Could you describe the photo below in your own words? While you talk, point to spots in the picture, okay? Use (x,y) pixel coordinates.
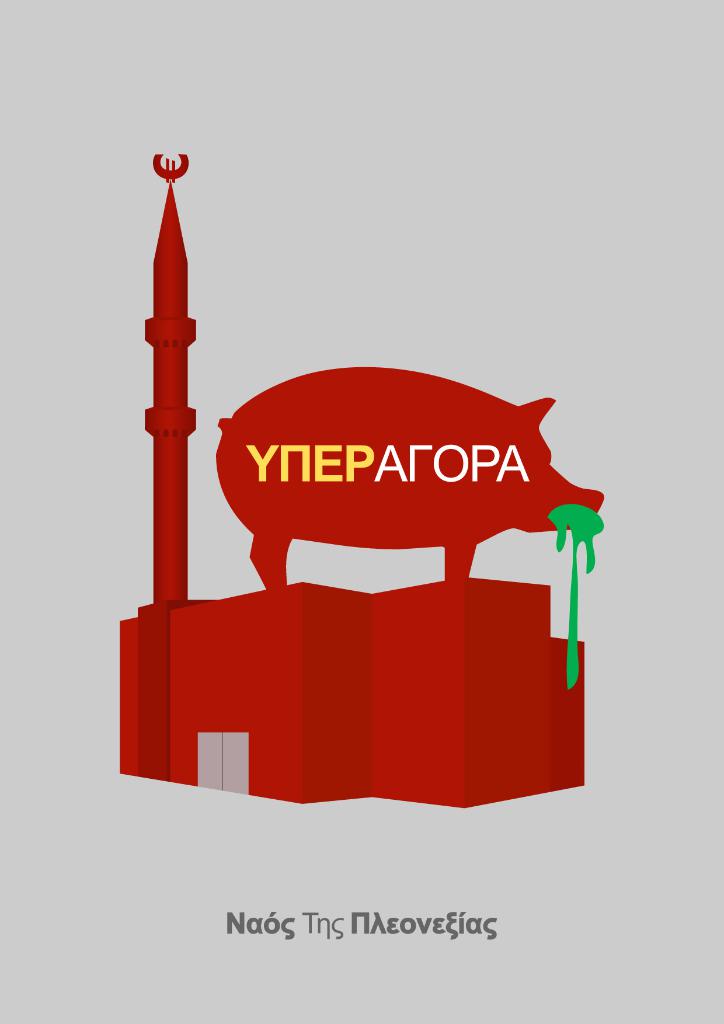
In this image I can see the building (171,322) in red color and I can also see the animal structure (448,508) on the top of the building (326,635) and I can see something written on the image and I can see the grey color background (176,890).
